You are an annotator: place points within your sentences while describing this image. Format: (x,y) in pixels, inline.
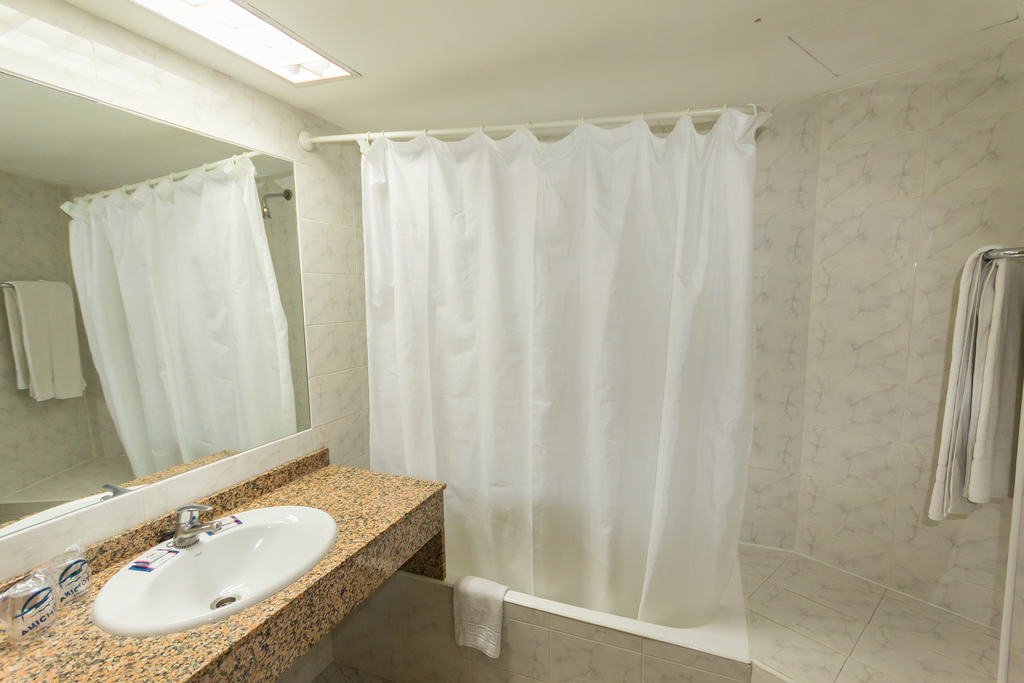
In this image there is a sink (250,569), there is a tap (189,541), there is a mirror (145,282) towards the left of the image (104,274), there is a curtain (492,333), there are towels (478,597), there is a wall (872,284) towards the right of the image (898,377), there is the roof (433,40) towards the top of the image (750,58), there is a light (262,44) towards the top of the image (261,62), there are two covers (45,611), there is text (23,632) on the covers (59,584).
